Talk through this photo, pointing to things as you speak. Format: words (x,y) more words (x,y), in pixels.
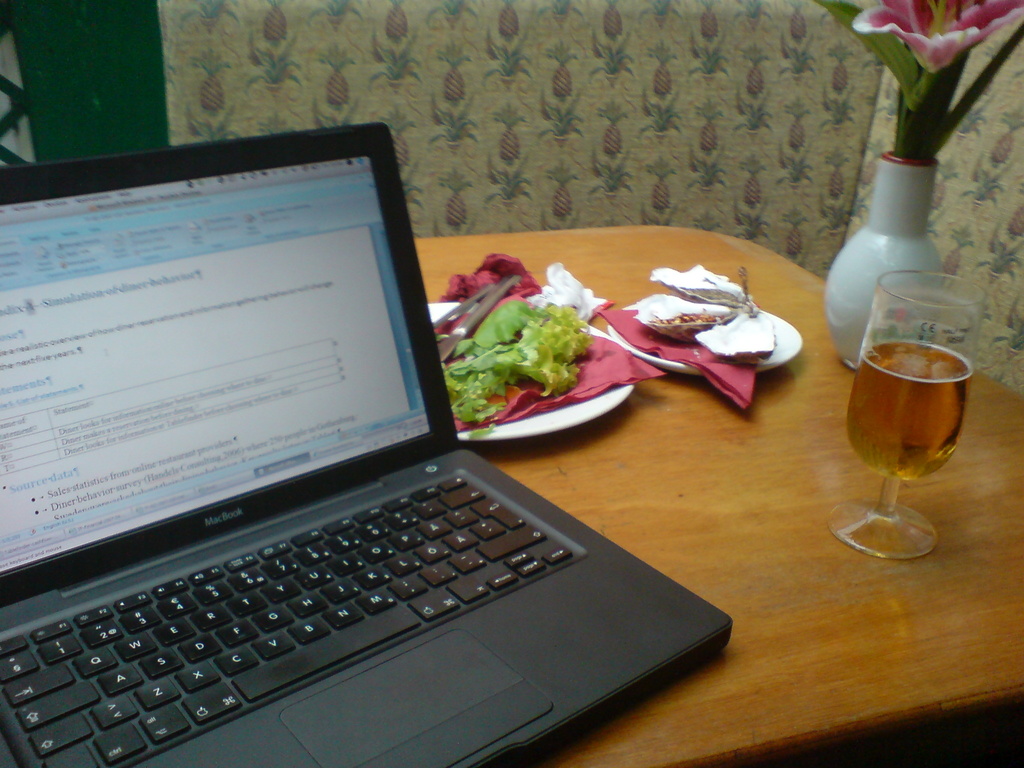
On this table (616,512) we can able to see a flowers (921,106) with vase (908,229), glass (920,366) with liquid (878,431), plates (570,410), laptop (358,357) and food (532,354).
